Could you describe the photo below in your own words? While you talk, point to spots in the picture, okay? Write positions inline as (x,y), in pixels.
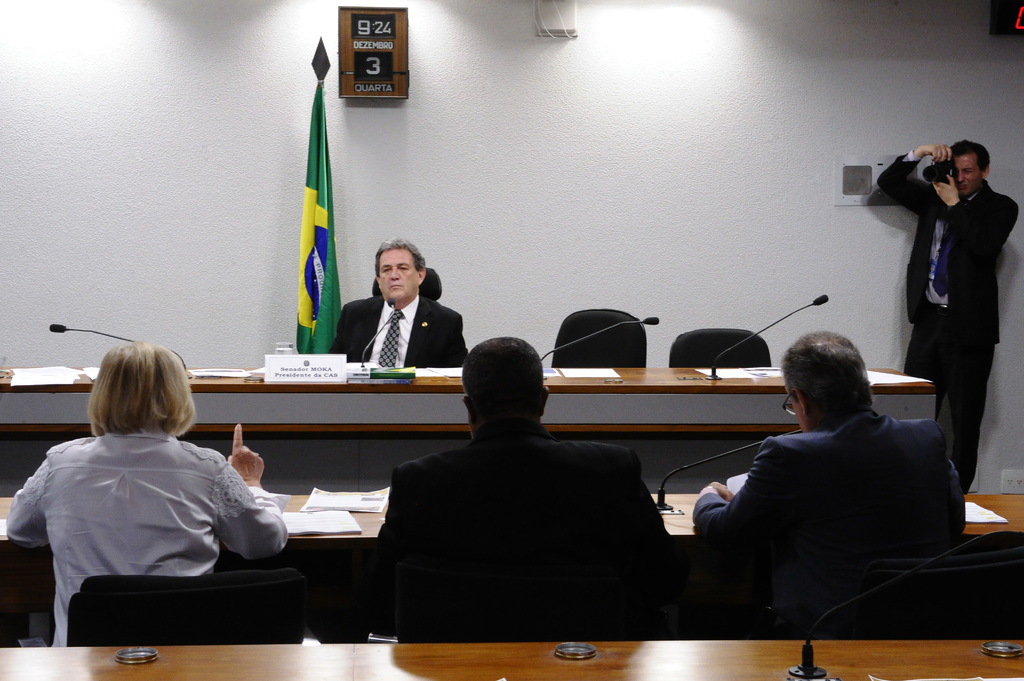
In this picture here we can see 4 people (117,516), 3 sitting on one side and the other sitting opposite to them. These 4 people (259,515) are sitting on black chairs (998,595). It seems like leftmost person (206,551) is talking and opposite person (375,326) listens to her and the right most person (821,437) is writing and also at the right (958,348) we have person (956,365) standing and taking the picture of other persons (497,368) present. And we can see tables (363,391) present in front of these people (632,498). It seems like a conference.
